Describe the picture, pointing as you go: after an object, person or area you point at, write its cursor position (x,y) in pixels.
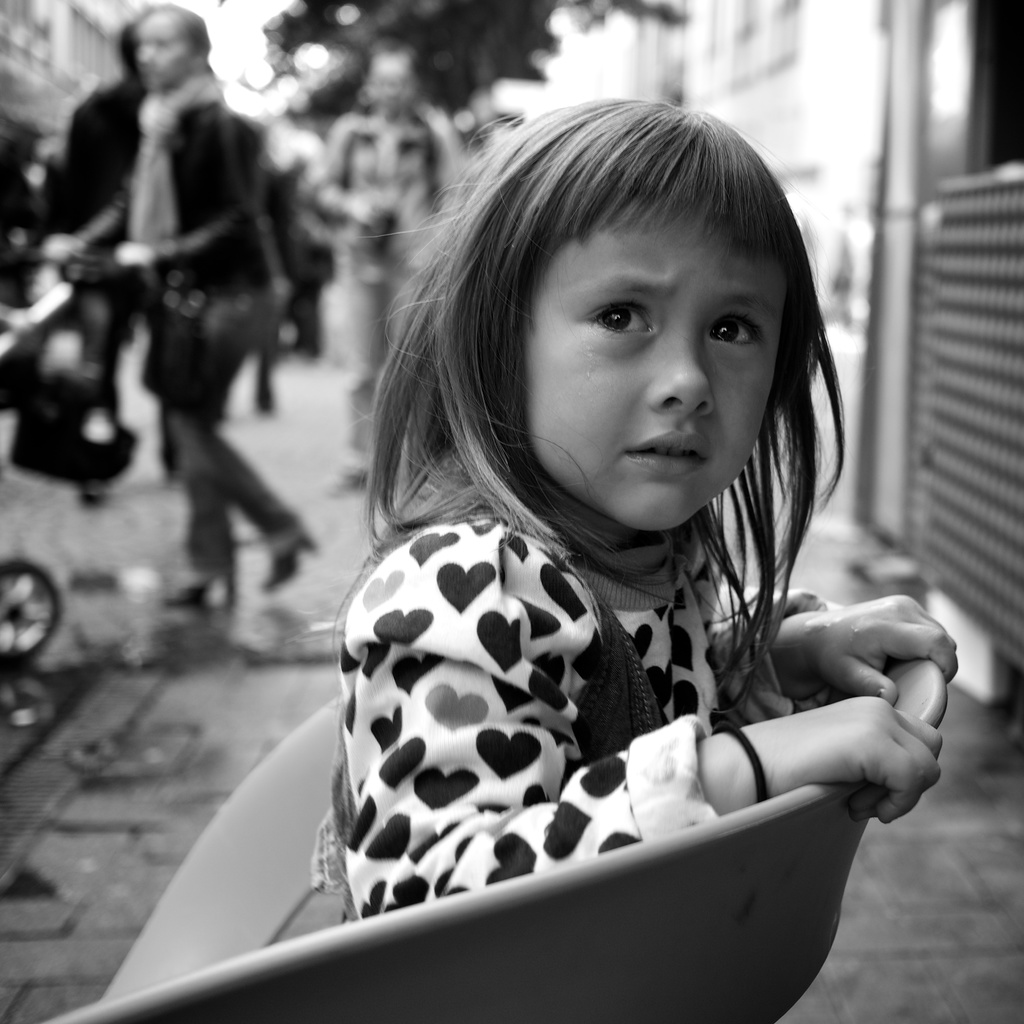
This is a black and white image. In the image there is a girl (462,868) sitting on the chair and she is crying. Behind her there are few people (277,228) standing and it is a blur image.
